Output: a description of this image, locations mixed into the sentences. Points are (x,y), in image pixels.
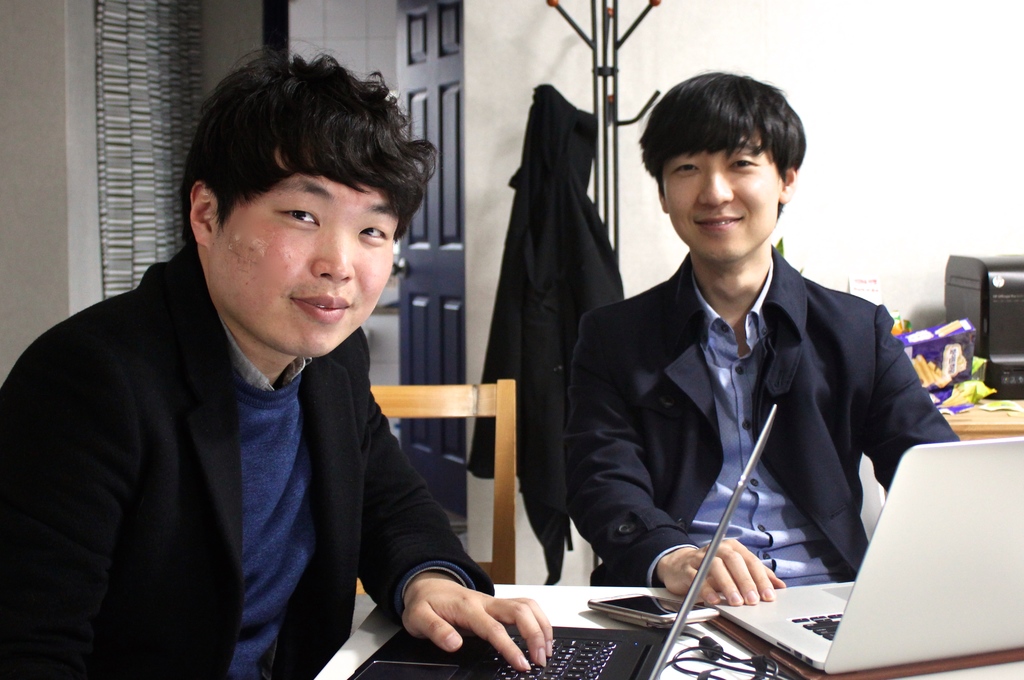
As we can see in the image there is a white color wall (908,151), door (460,162), printer (1010,339), tables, two people (385,442) wearing black color jackets (364,455) and sitting on chairs (393,415). On table (1018,670) there are laptops (840,629).
